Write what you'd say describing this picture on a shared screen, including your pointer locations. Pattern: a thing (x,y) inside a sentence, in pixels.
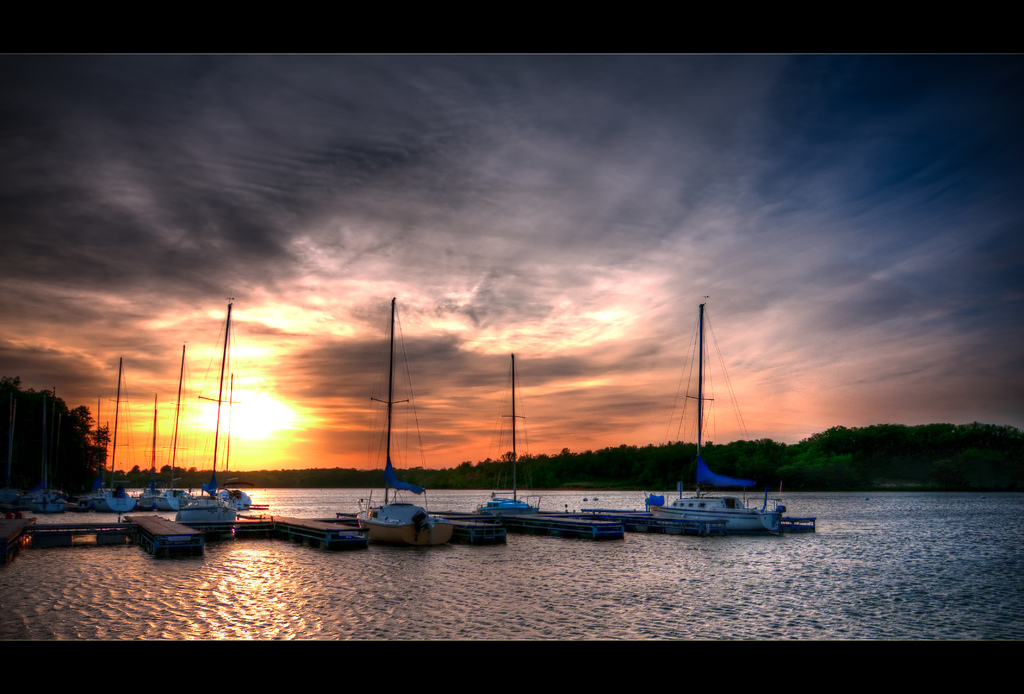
In this picture, there is a river (449,501). On the river (463,492), there are boats (732,504) which are in white in color. Towards the bottom left (49,536), there is a dock (323,529). In the background (919,449), there are trees (801,457), sun (223,428) and a sky (568,206).
